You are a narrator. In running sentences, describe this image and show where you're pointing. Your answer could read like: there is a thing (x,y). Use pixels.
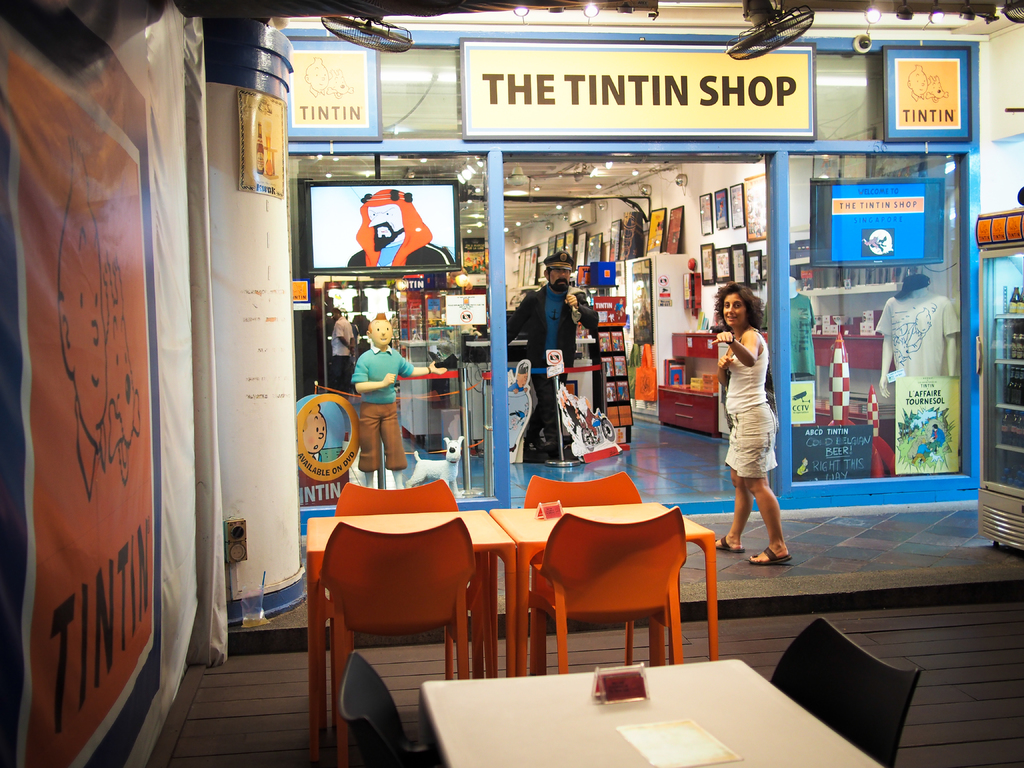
In this image I can see few tables (484,758) and few chairs (390,493) in the front (842,727). In the background (443,334) I can see a store (560,308) and in it I can see number of stuffs (542,328). I can also see a woman (734,548) is standing in the centre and I can see she is wearing white colour dress (741,440). On the top of this image (953,63) I can see few boards (534,118), few fans (387,31), few lights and on these boards (341,119) I can see something is written. On the left side of this image (179,298) I can see a banner (31,577).
